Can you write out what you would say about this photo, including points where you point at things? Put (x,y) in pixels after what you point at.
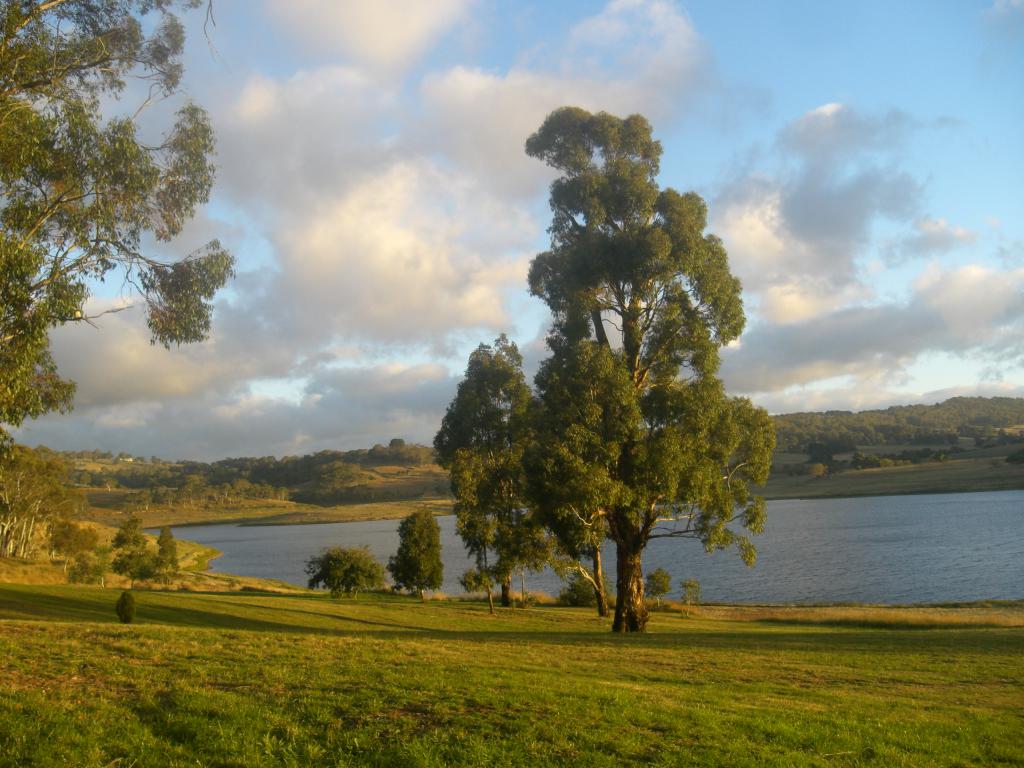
In this image there are few trees (92,575) and plants (132,608) are on the grassland (503,714). Right side of the image (872,563) there is water (846,534) in between the land (360,629). Top of the image (728,68) there is sky (454,298) with some clouds (473,287).
